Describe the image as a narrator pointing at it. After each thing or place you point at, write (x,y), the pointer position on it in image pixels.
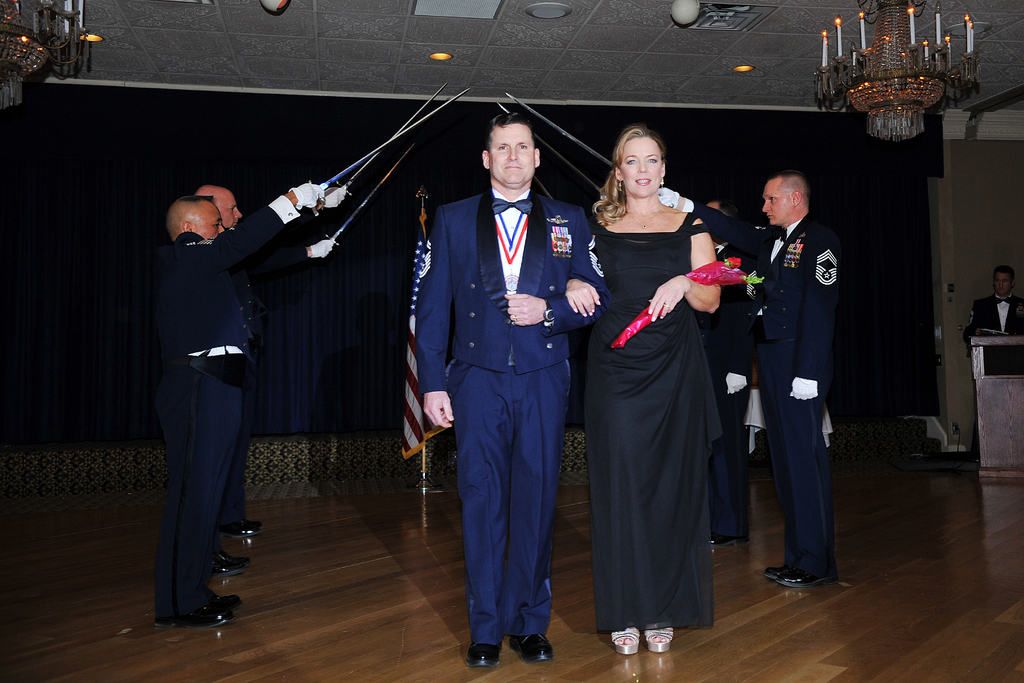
In this picture I can see a man (534,272) and woman (651,267) standing on the surface (370,499). I can see a few people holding the weapons (331,184). I can see the chandeliers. I can see light arrangements (439,57) on the roof (459,71).
